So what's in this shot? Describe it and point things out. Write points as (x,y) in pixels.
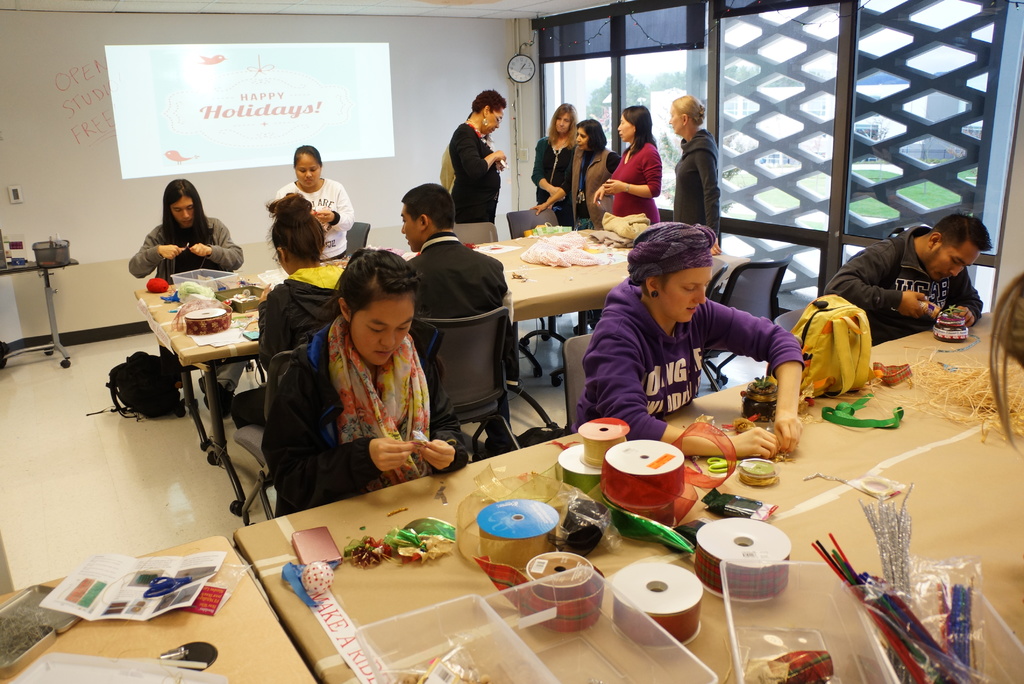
We can see clock (516,67), screen (119,116) over a wall (217,181). Here we can see persons (364,335) sitting on chairs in front of a table (829,425) and on the table (819,439) we can see colourful ribbons (597,521), box (533,629), scissors (185,577), paper (135,591), backpack (849,304). We can see persons (686,171) standing near to the door (798,81). Through door glass (760,85) outside view (793,105) is visible. This is a floor (78,454).
